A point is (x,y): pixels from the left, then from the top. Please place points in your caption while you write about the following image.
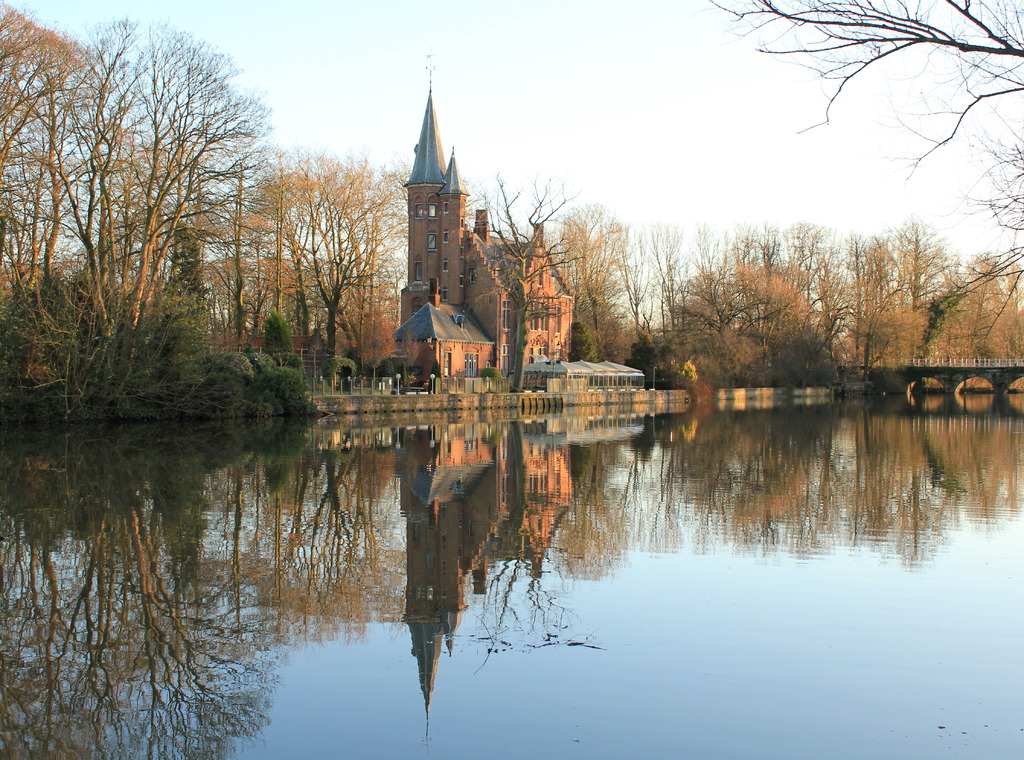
In this picture, we can see buildings (452,280) with windows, trees (177,397), path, and water (386,508) and some reflections (535,523) on water (816,462), we can see the sky (600,120).
